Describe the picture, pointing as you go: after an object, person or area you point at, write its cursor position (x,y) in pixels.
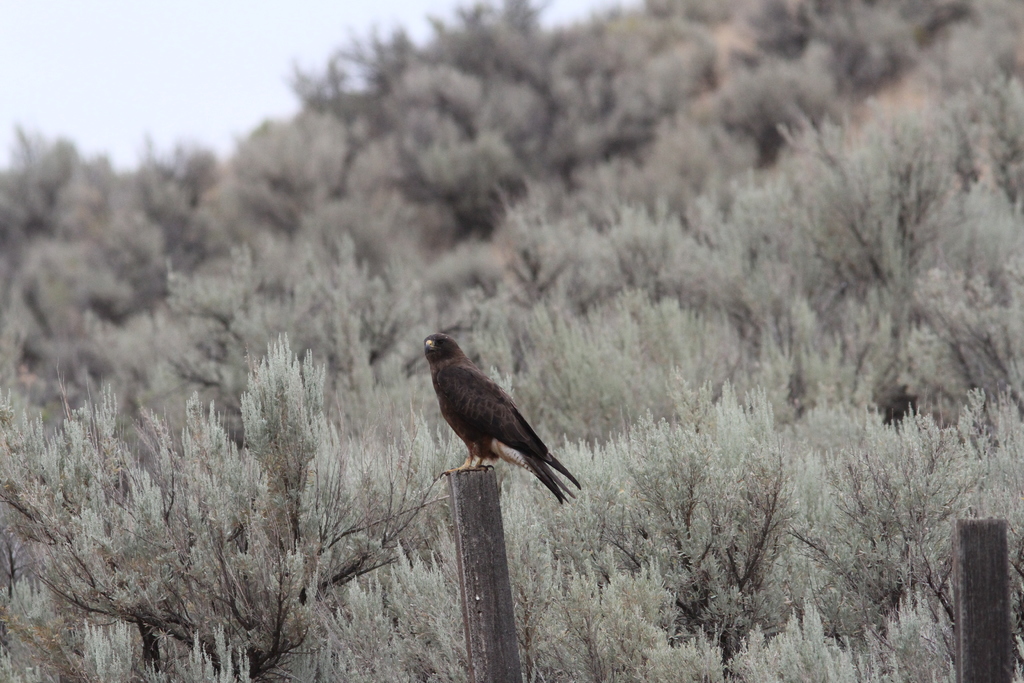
This is a bird (473,456) standing on a wooden pole (500,595). These are the trees (290,526) with branches (737,636) and leaves (821,612). On the right side of the image (962,561), I can see another wooden pole (981,612).
